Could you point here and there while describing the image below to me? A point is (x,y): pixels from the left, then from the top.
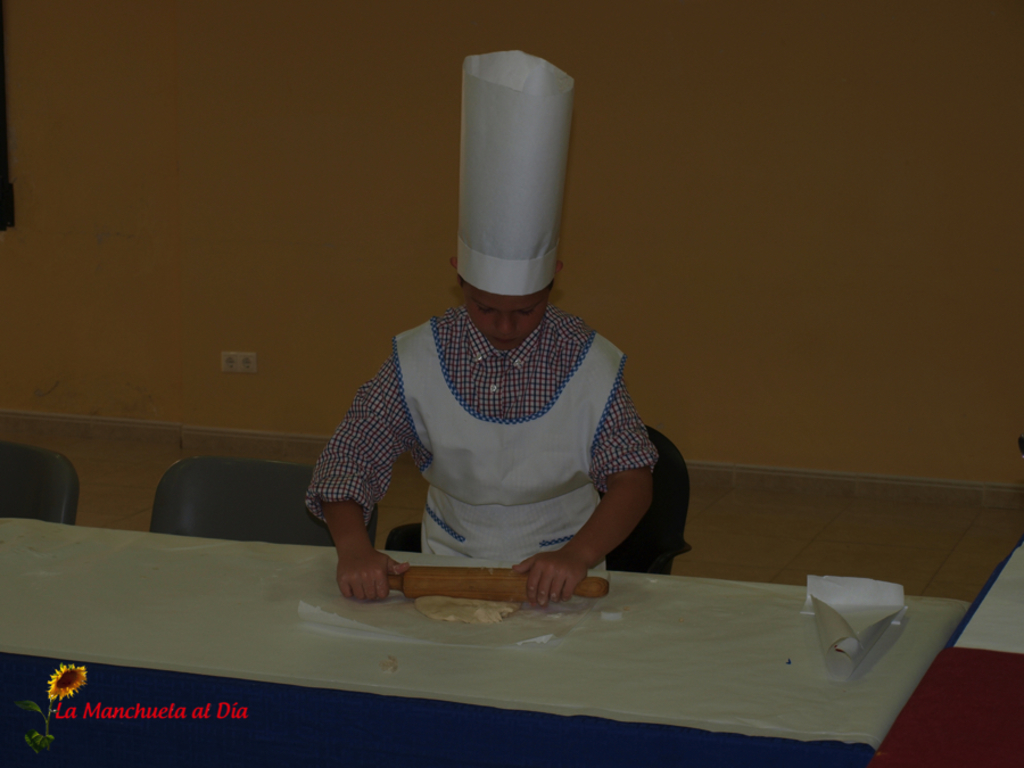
In this picture we can see a person (399,437). This is table (203,630). These are the chairs (629,538). On the background (723,390) there is a wall (923,376).
